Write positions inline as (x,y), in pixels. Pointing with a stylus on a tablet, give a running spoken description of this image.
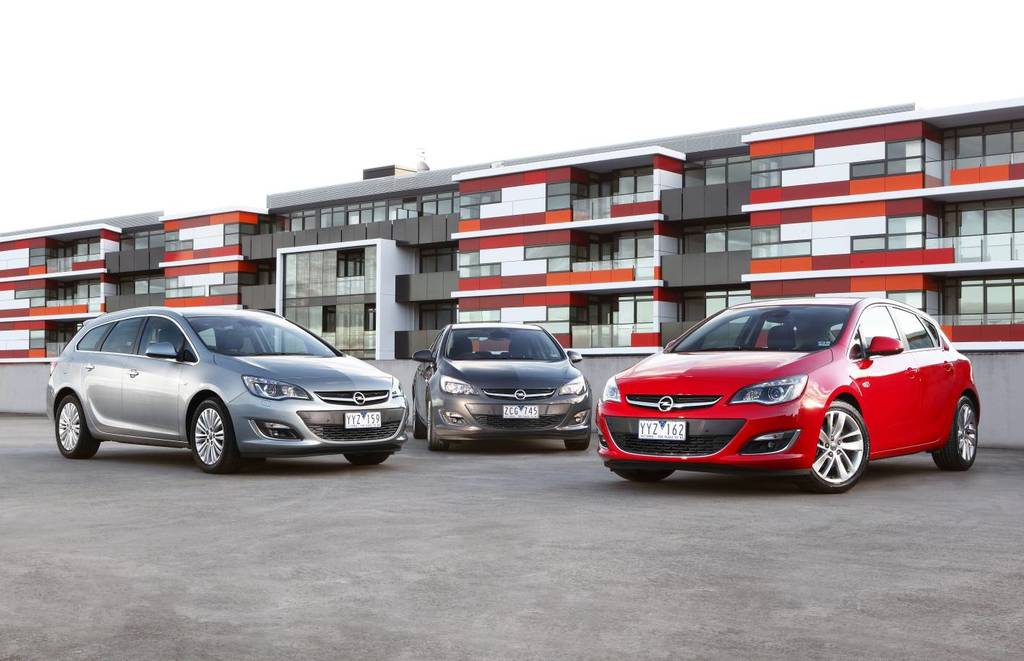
In this image, we can see some cars (629,423) on the floor (853,515), we can see some buildings (525,285), at the top (445,69) we can see the sky (457,61).
